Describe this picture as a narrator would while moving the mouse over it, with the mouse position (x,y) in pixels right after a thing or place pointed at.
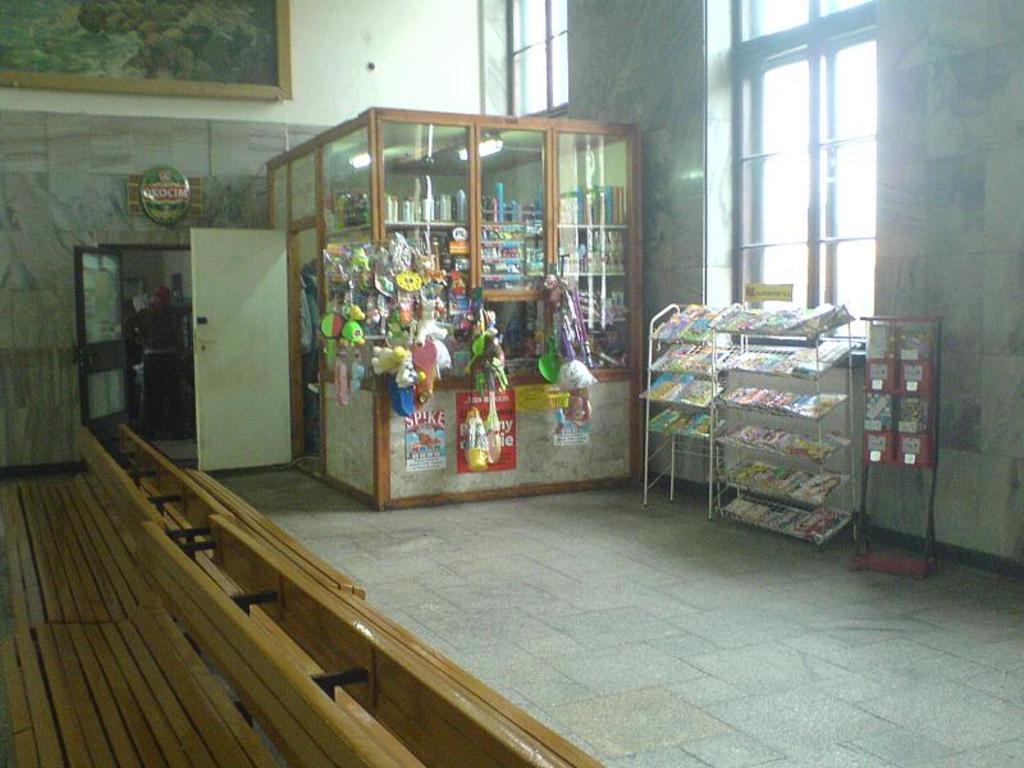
In this image, we can see the ground (749,707). We can see some benches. We can see some stands (761,338) with shelves (774,327) and objects (785,356) on it. We can also see a red colored object (888,564). We can see the wall (931,213) with windows (536,105), an object (151,192) and a frame (56,72). We can also see a store (315,167) with some objects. We can also see a person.
